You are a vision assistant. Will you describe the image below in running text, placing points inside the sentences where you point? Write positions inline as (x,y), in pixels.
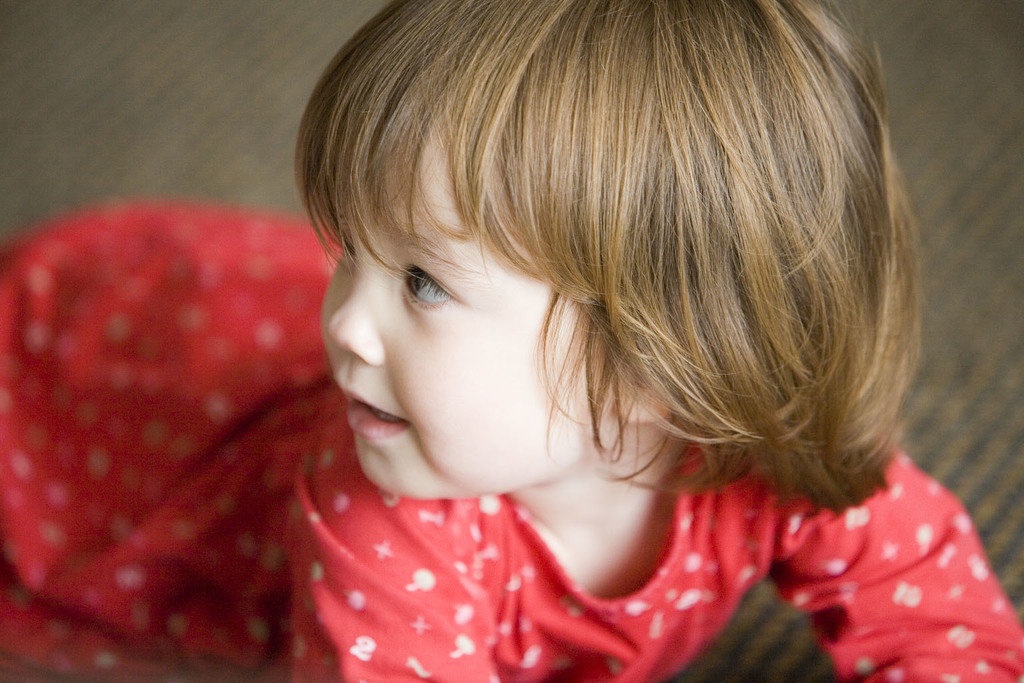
In this image there is one kid (564,518) sitting on the floor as we can see in middle of this image (607,368).
